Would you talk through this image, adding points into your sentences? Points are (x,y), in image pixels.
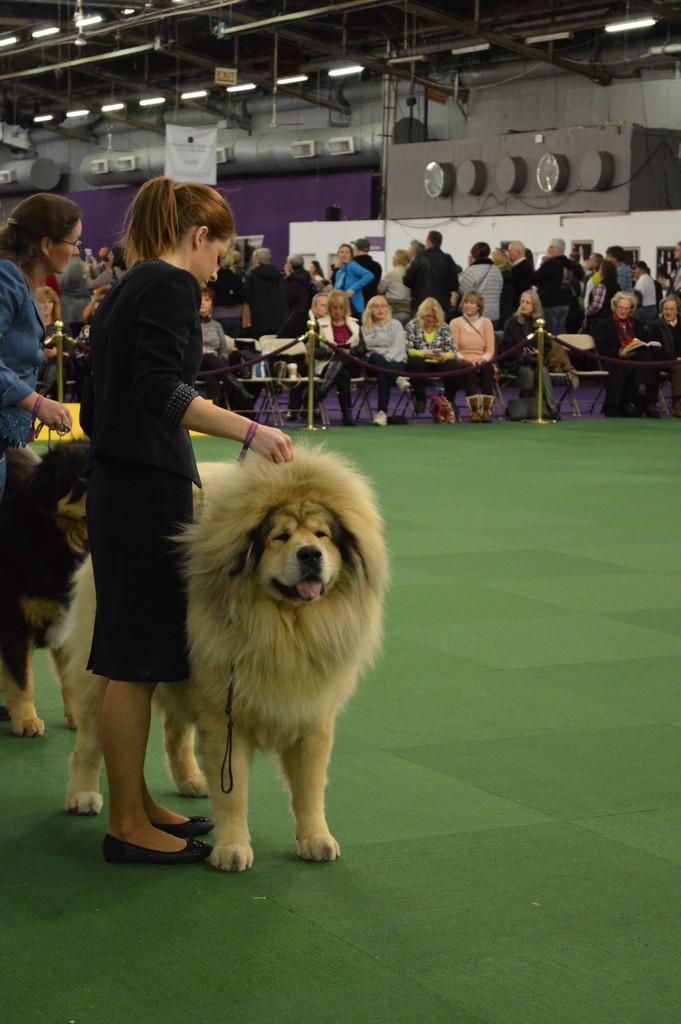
In this image there are two persons (179,524) who are catching dogs (260,577) with the leash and at the background of the image (380,354) there are persons (461,285) sitting and standing.
